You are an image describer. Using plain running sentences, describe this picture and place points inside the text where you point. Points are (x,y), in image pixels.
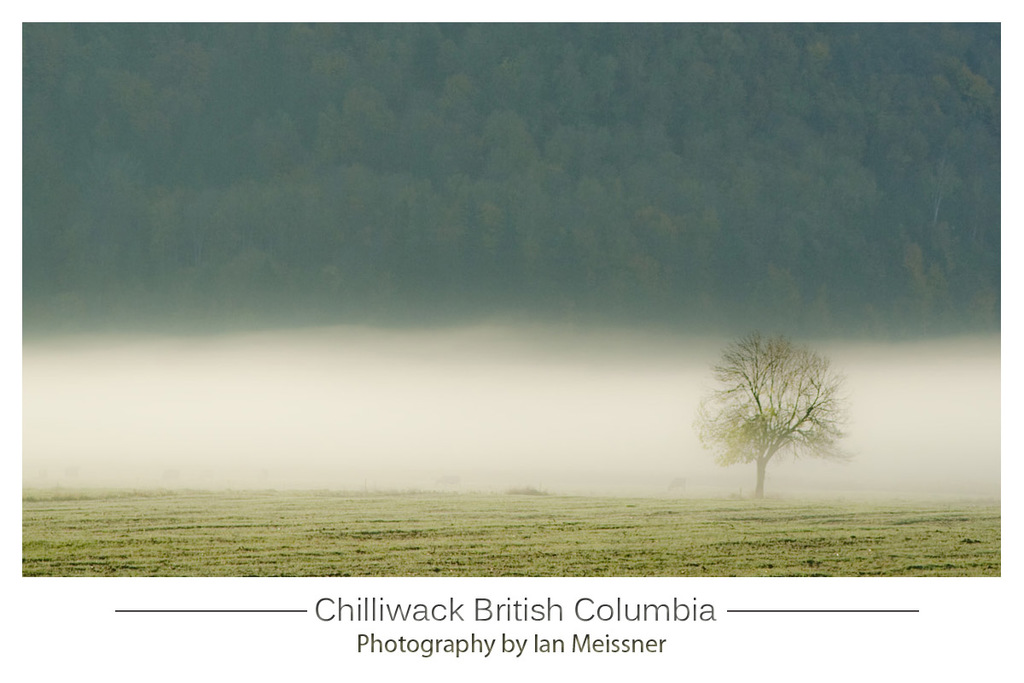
In this picture we can see grass (470,536) on the ground (571,517) and in the background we can see trees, at the bottom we can see some text (689,616).
